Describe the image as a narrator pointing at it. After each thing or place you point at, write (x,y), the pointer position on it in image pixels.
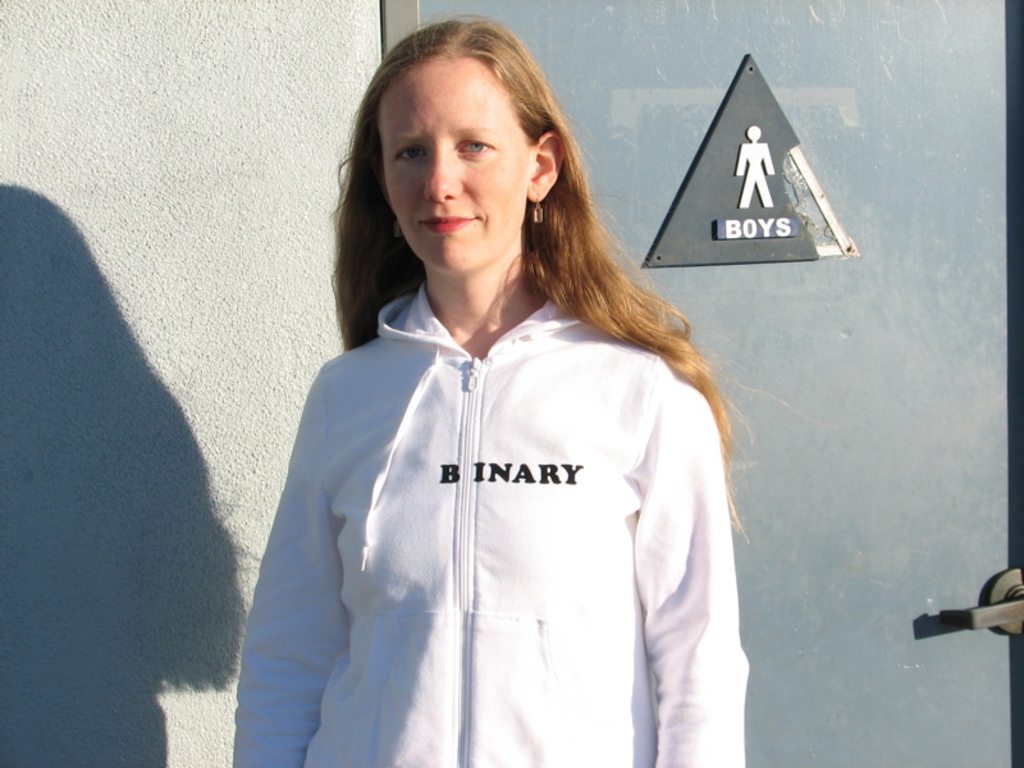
In this picture there is a woman (490,558) standing and wearing a white colour dress (509,596) with some text (505,482) written on it. In the background (644,263) there is a door (822,357) and on the door (839,367) there is a symbol (759,175) and there is a text (768,225) and there is a wall (167,233).
